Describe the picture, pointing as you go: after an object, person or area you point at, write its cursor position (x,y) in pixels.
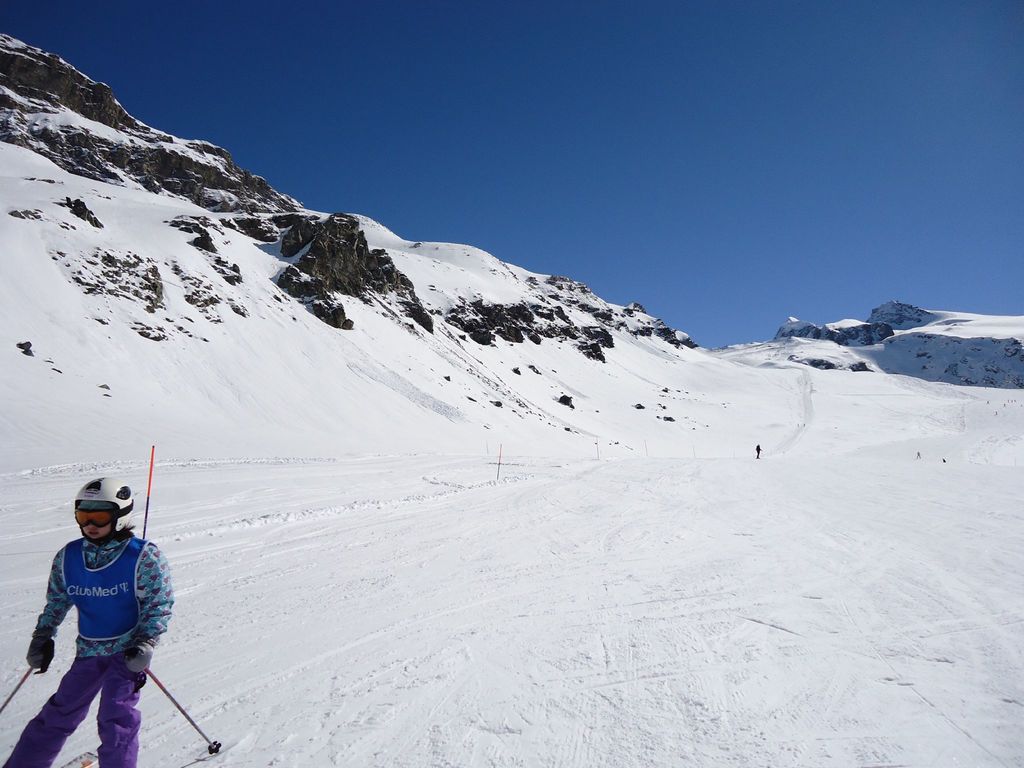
In this image on the left side (95,612) I can see a person (112,662). I can see the snow (387,318) on the hill (289,288). At the top (628,149) I can see the sky (553,115).
